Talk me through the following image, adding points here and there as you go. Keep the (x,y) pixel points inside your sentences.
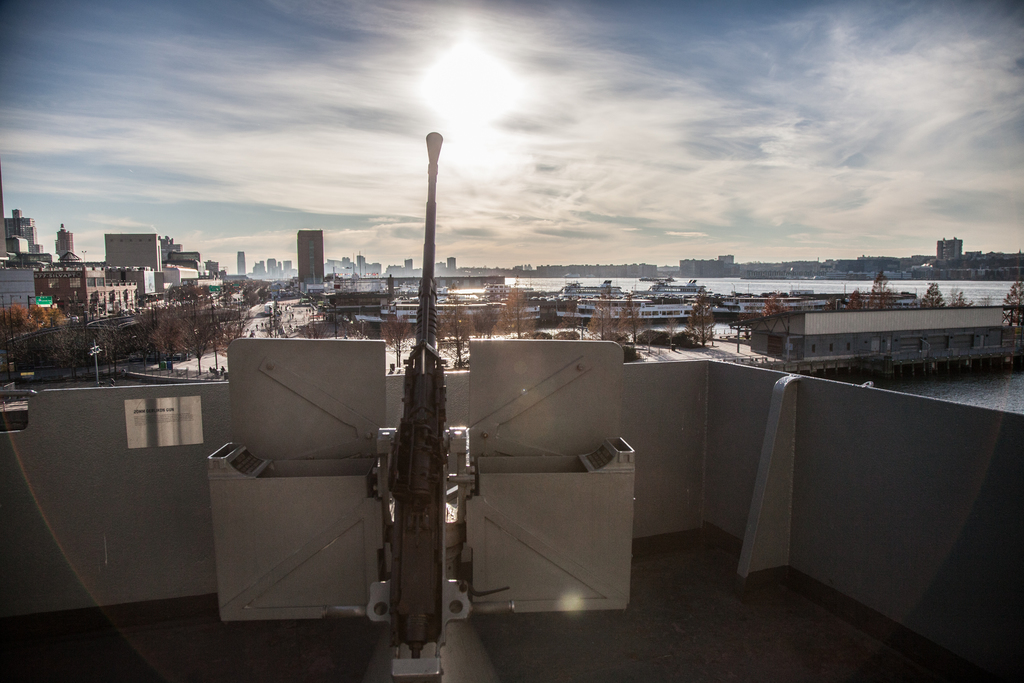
In this image in the center (441,337) there are trees (410,339). In the background (210,264) there are buildings (113,236). In the front (276,445) there are objects (471,506) which are cream in colour and the sky (613,163) is cloudy.
